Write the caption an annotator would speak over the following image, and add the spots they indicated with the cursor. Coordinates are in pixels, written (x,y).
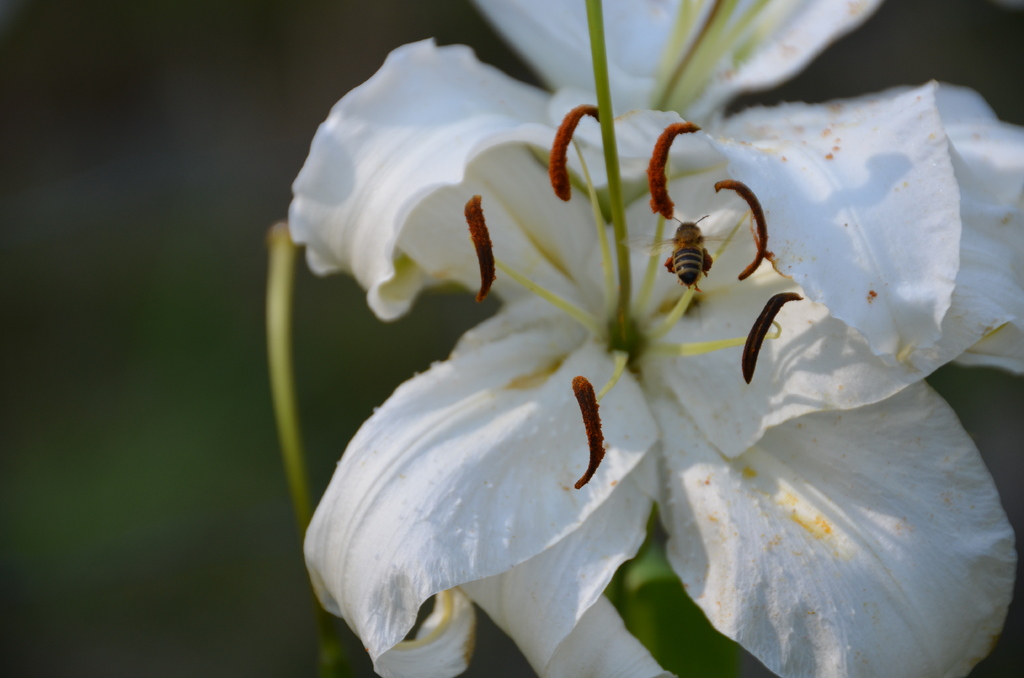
On the right side (784,466), there are two white color flowers (721,345). On one of these flowers (691,358), there is an insect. And the background (137,462) is blurred.
